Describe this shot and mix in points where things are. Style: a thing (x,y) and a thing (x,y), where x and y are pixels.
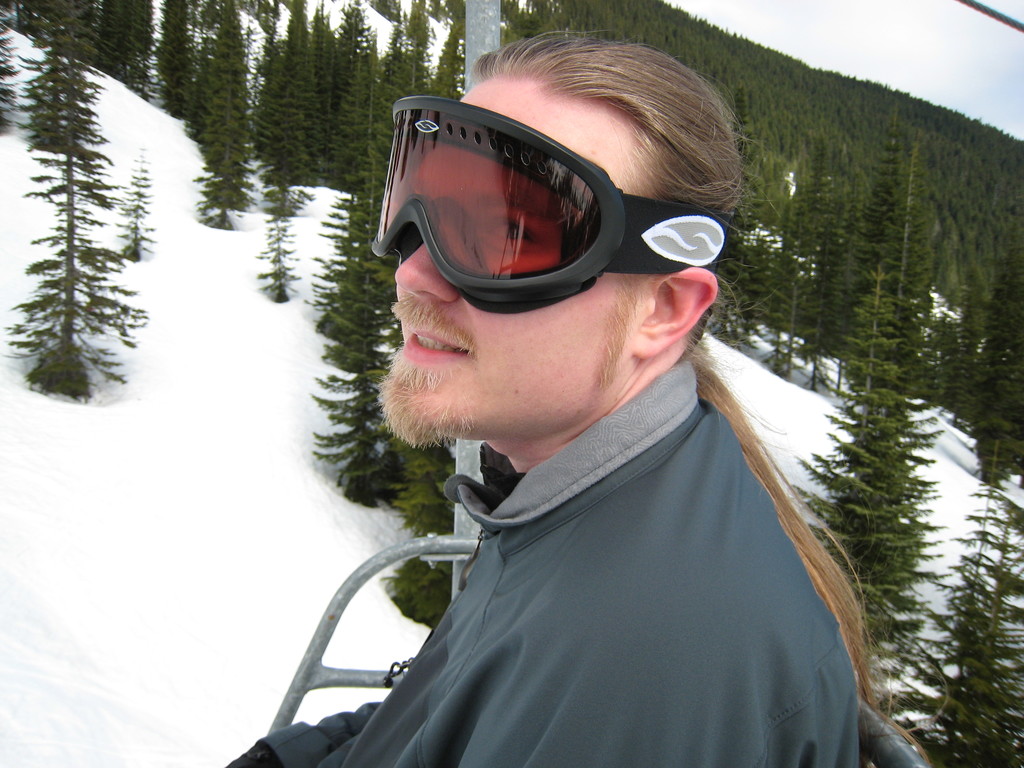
In this picture I can see few trees (823,317), hill (991,246) and I can see snow (182,432) and looks like a man (772,517) is sitting in the rope car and he is wearing sunglasses (558,225) and I can see sky (910,64).
